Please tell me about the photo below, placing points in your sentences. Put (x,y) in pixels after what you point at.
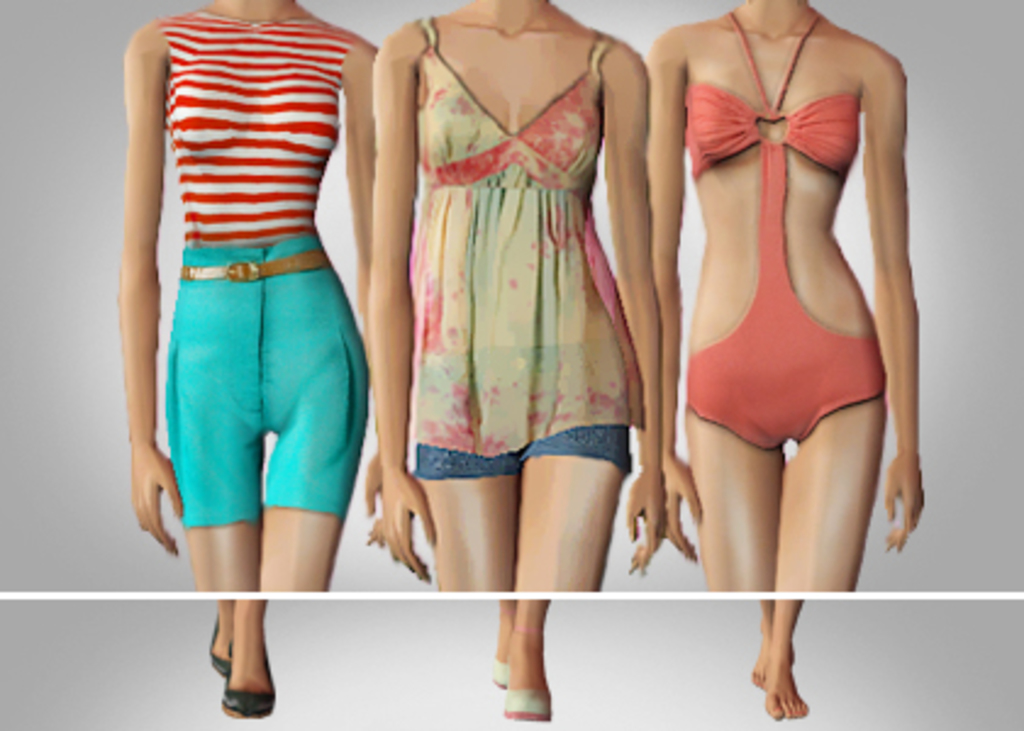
This is an animated picture. In the picture there are three bodies (326,166). At the bottom (227,632) there are legs (789,688).
